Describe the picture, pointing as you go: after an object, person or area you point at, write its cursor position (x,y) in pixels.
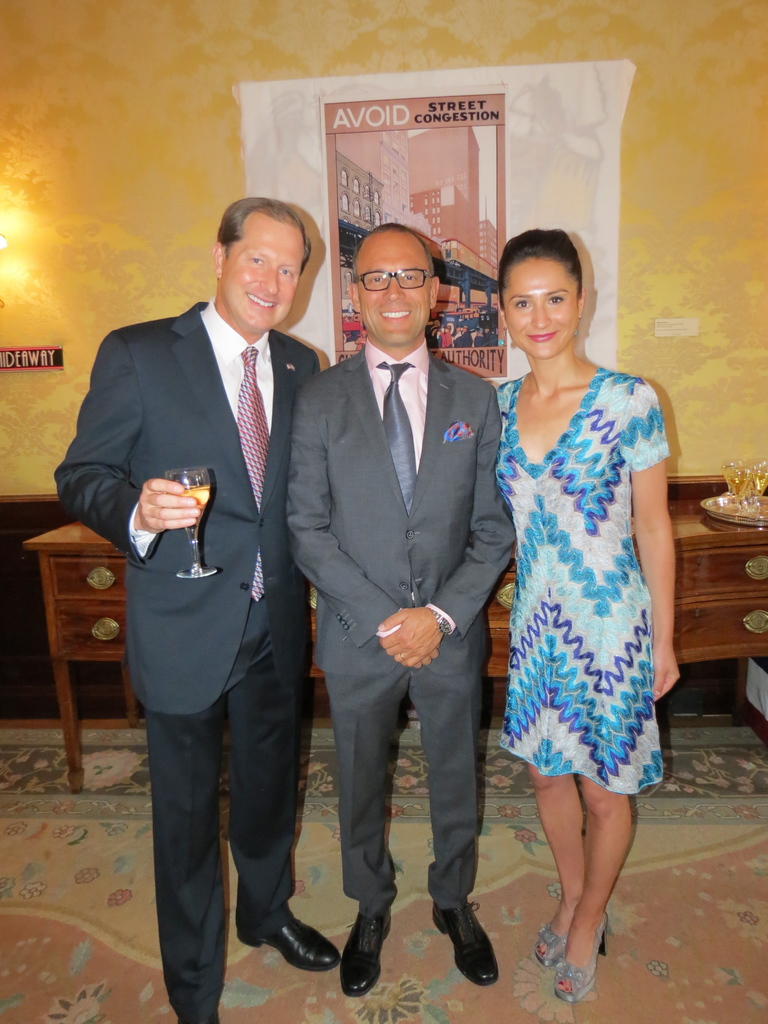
In the center of the image (468,452) there are three people (235,751) standing. At the bottom of the image (742,951) there is carpet (115,971). In the background of the image (198,211) there is wall (529,19). There is a poster (487,280) with some text (493,114). There is a table (747,527).
